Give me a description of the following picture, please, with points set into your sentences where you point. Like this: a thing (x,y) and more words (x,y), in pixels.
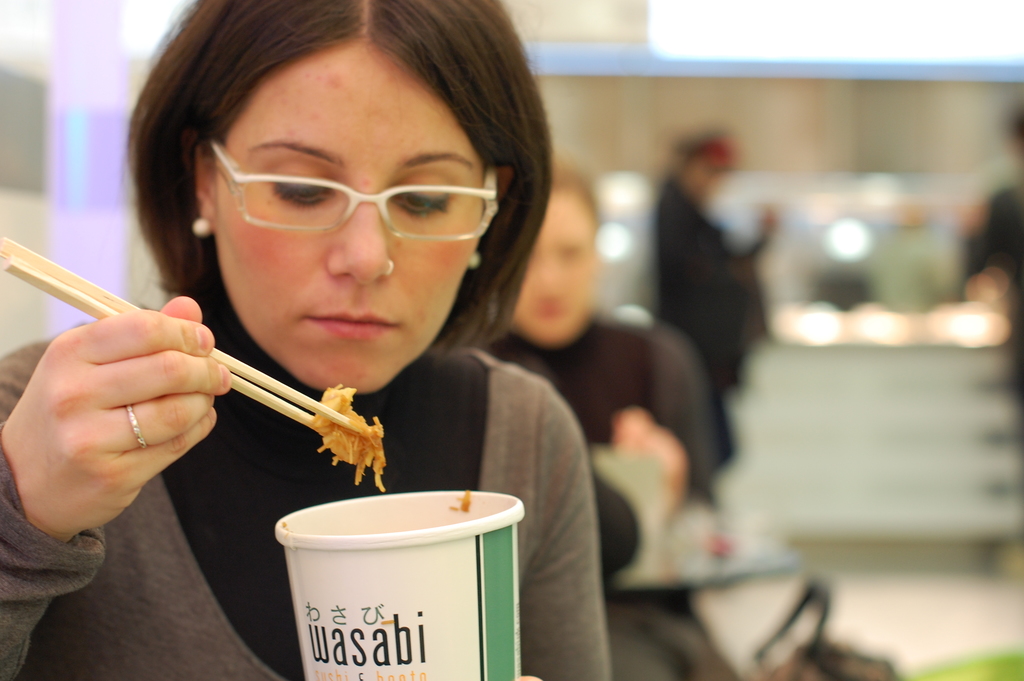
In this picture we can see a woman (156,437). She has spectacles (405,230). And this is the cup (386,584) and she is holding chopsticks (270,384) with her hand (210,375). On the background (679,240) we can see two more persons (697,268). And this is the floor (918,613).
